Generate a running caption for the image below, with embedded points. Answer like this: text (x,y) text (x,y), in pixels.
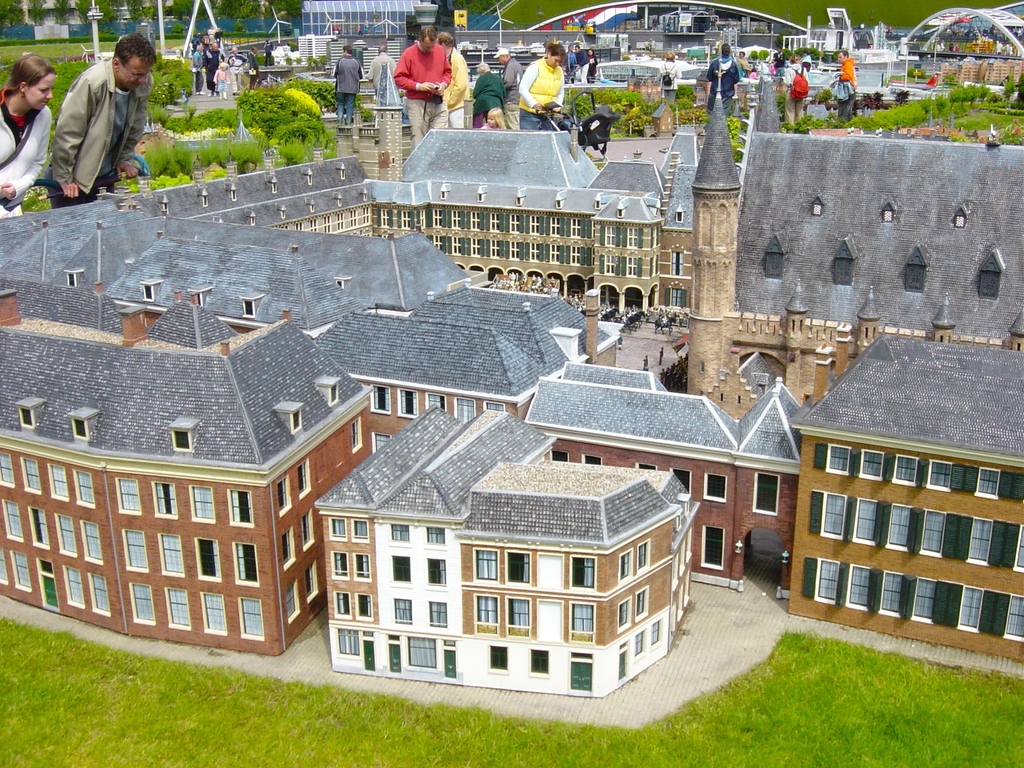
In the picture I can see the small buildings (400,416) in the middle of the image (386,344) and there is a green grass (98,668) at the bottom of the image (85,743). I can see a few people (6,156) at the top of the image (94,136). I can see a man (414,105) holding a camera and he is wearing a red T-shirt (424,77). In the image I can see the plants (280,116).
